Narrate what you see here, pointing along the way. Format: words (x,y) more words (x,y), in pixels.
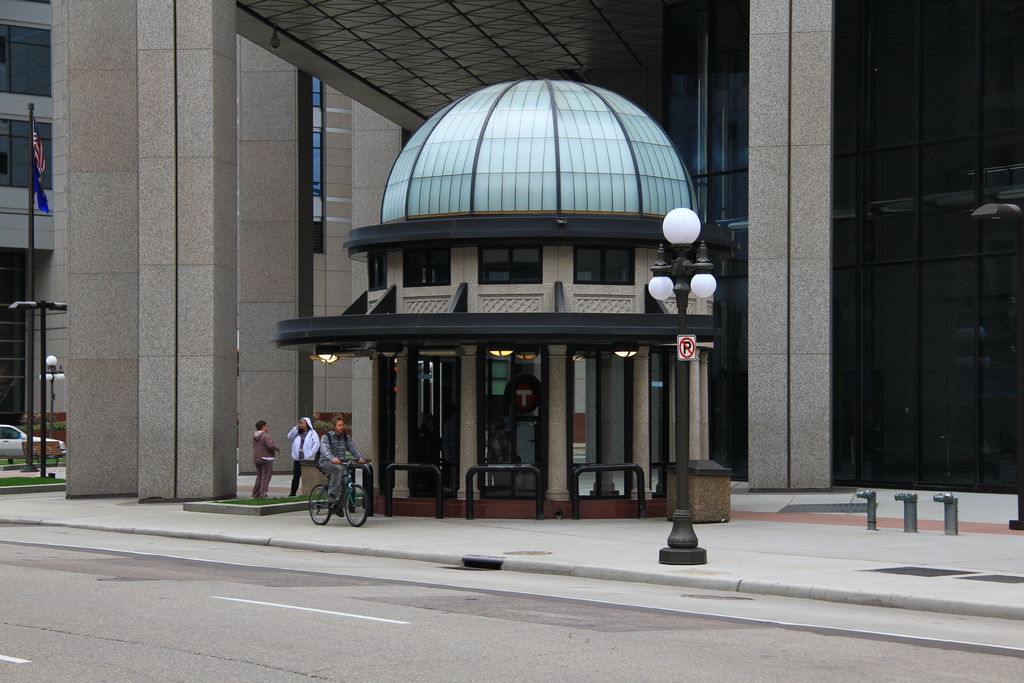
In the center of the image (353,368) there are buildings (568,255). On the left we can see a car (17,449). In the center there is a man (337,491) riding a bicycle (332,513). We can see people (270,472) standing. At the bottom (265,583) there is a road (331,652) and we can see poles (678,524).
